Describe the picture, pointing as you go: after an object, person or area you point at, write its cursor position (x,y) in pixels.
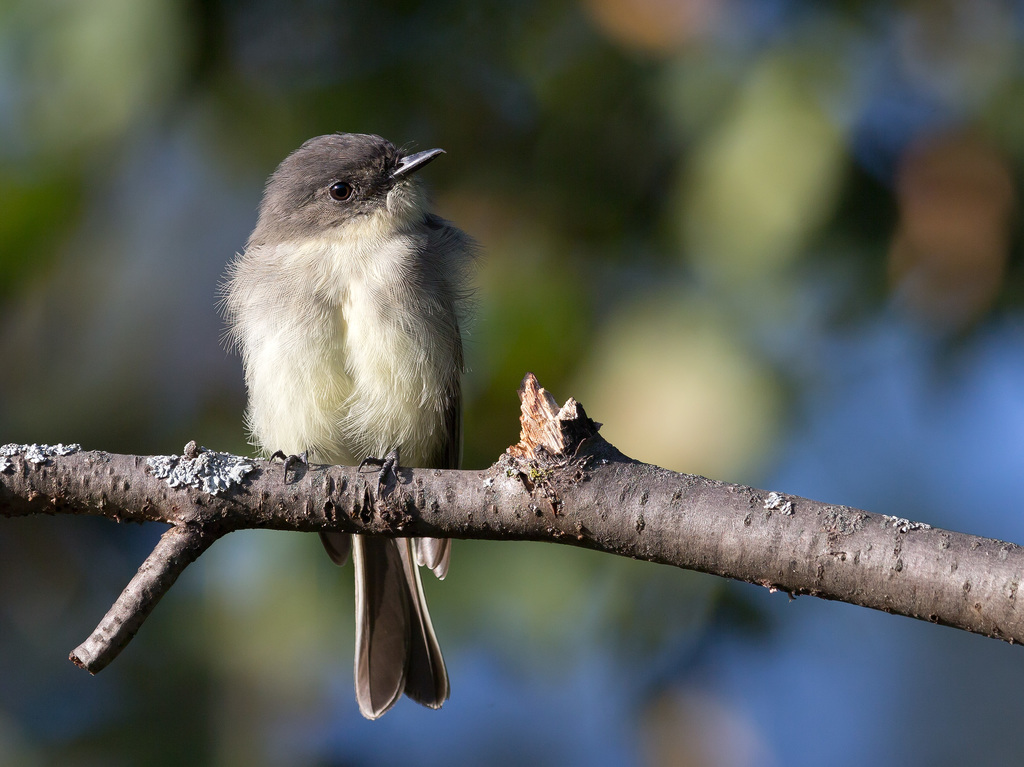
In this picture we can see a bird (377,250) sitting on a trunk (83,465) of the tree (422,501) and in the background (494,238) it is blurry.
